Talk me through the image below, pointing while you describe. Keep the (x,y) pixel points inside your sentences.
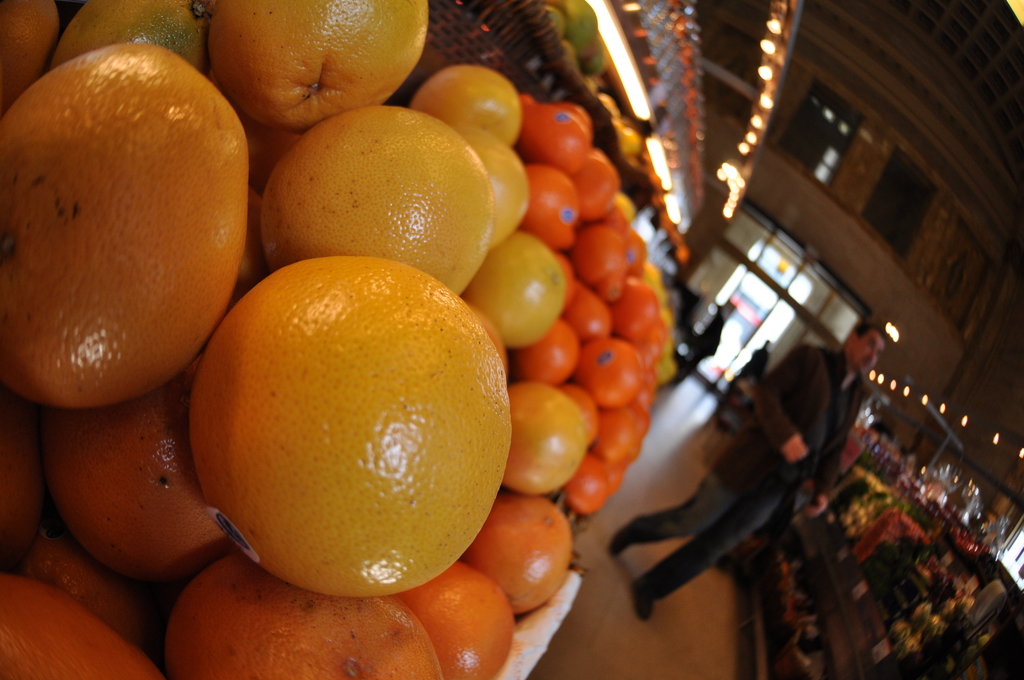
In this image we can see a store (713,295). There are many fruits (373,432) in the store (685,607). There are few people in the image. There is a door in the image. There are many lights (662,166) in the image.
